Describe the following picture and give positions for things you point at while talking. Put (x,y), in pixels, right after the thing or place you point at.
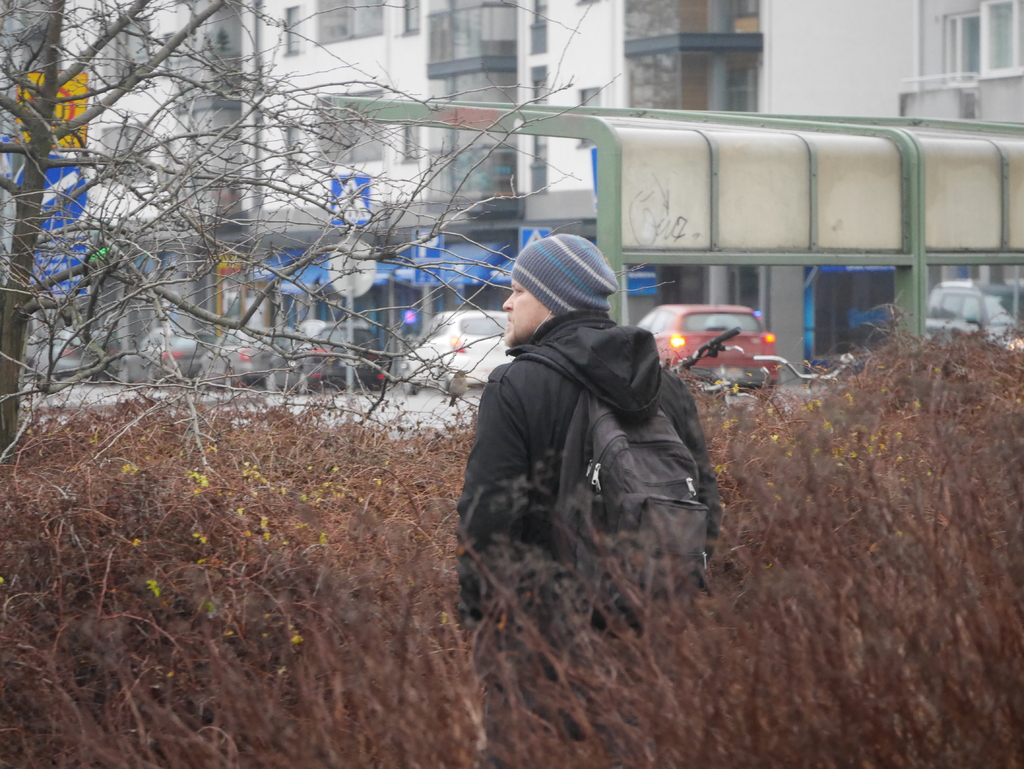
In the middle of the image (561,407) we can see a man (527,476), he is carrying a backpack (649,515), beside him we can find a tree (293,258) and few plants (504,568), in the background (144,113) we can see few vehicles (751,345), sign boards (74,118) and buildings (789,82).
